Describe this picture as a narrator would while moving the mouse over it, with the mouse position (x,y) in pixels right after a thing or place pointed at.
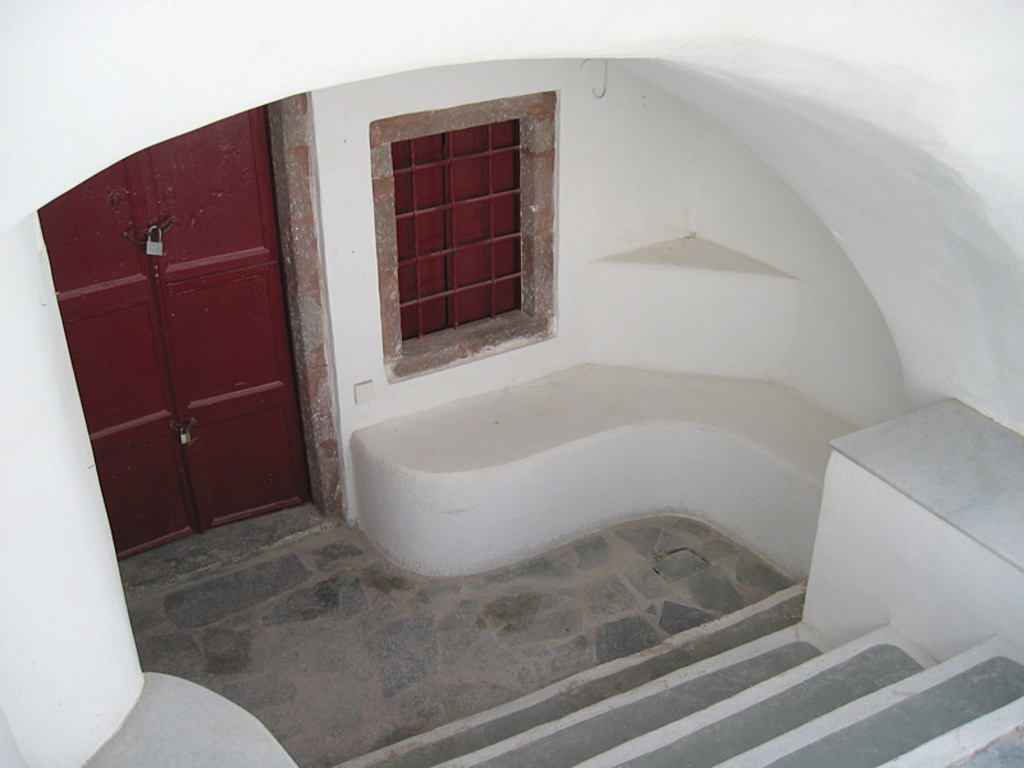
At the bottom of the image (812,678) there are stairs (536,700). In the center (492,301) we can see a door (122,401) and a window (480,309). At the top (55,145) there is an arch (689,51).
